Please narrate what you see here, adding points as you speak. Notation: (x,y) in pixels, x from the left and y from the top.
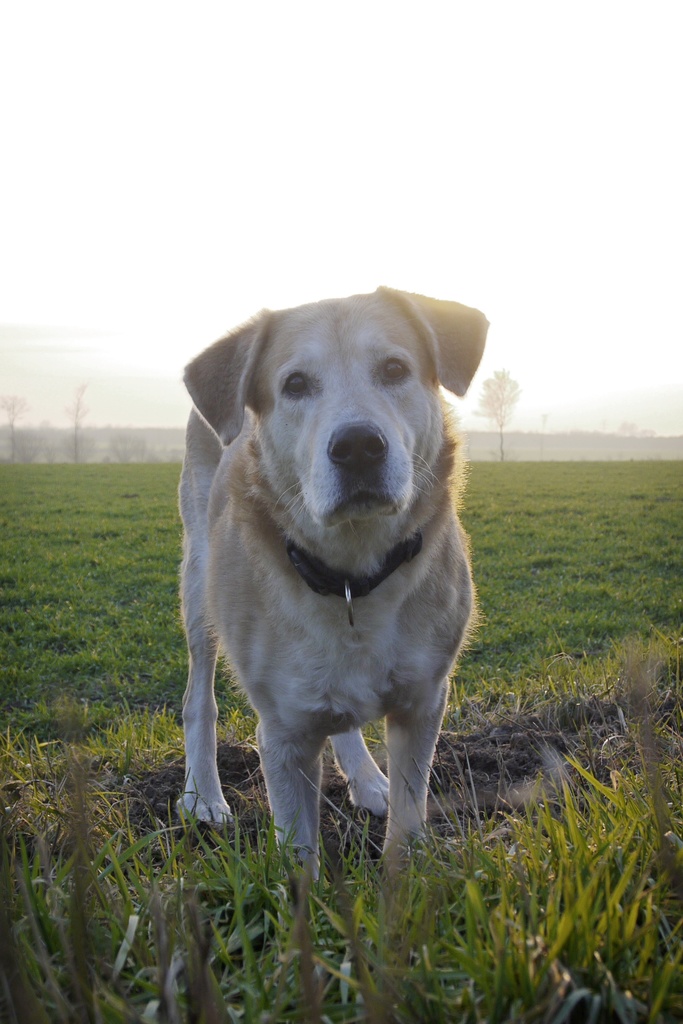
i can see a garden (167,520) and also a dog (294,766) which is in a standing pose and behind that i can see few trees (506,405).
